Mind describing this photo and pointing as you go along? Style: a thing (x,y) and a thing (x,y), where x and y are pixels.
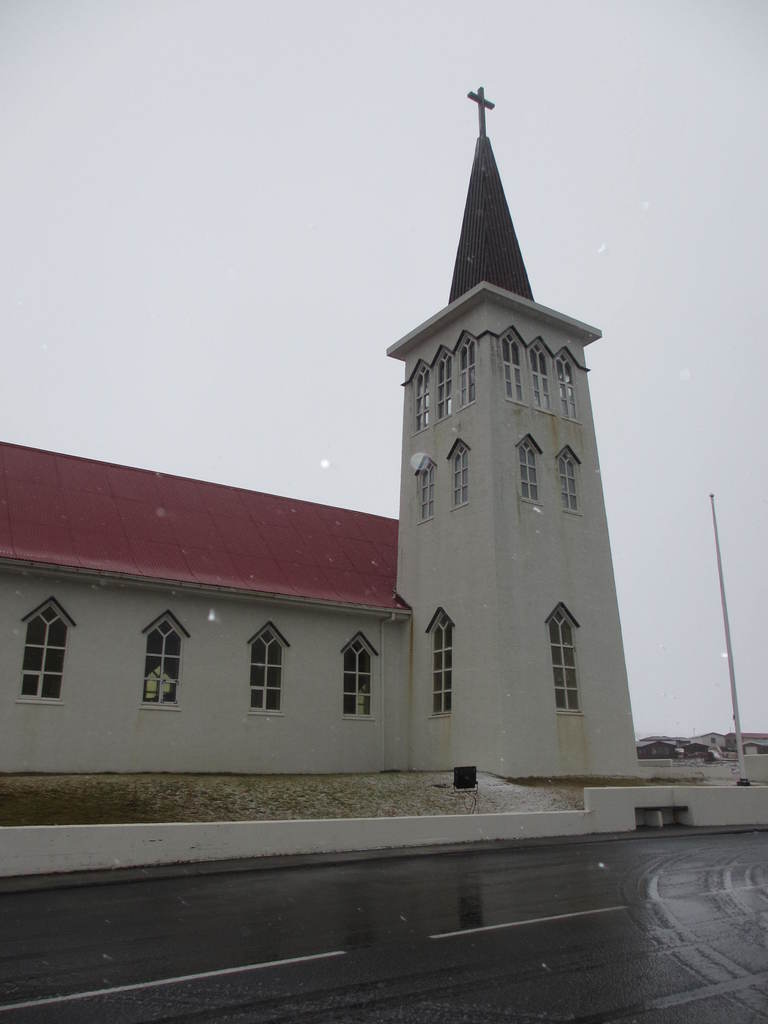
In the image there is a church (361,666) on the side of the road (349,896) and behind there are homes (717,737) and above its sky (332,253).
